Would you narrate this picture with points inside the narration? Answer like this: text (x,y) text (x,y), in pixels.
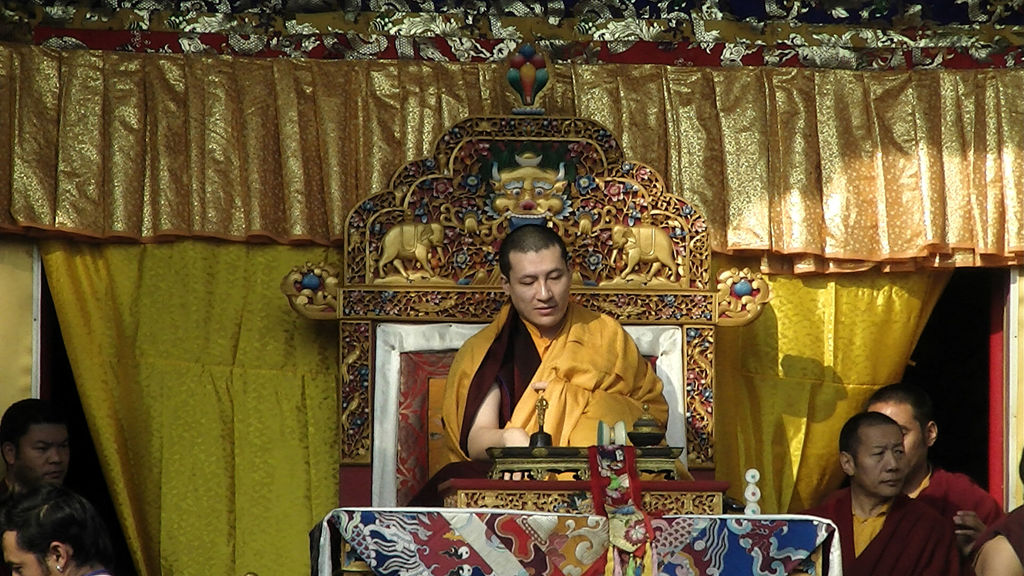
In this picture there is a man (573,389) who is sitting on the chair (681,412). At the bottom (897,493) we can see a group of persons (913,438) were standing.
